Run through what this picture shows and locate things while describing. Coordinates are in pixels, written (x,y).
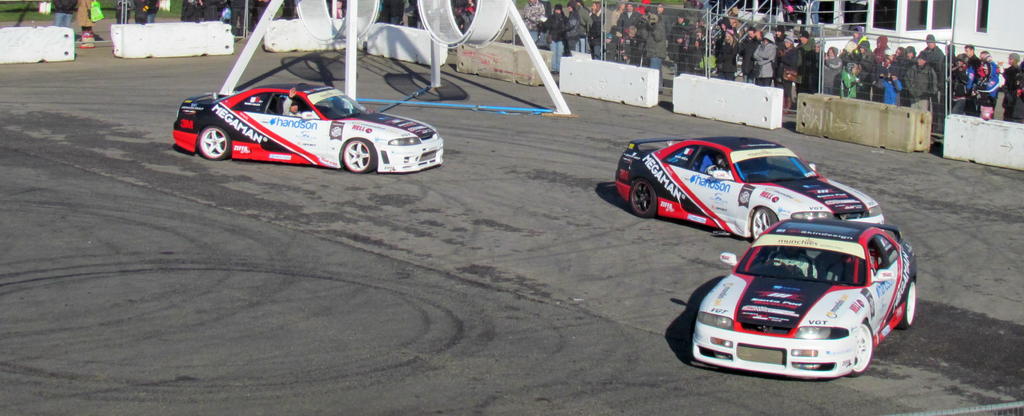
In this image we can see the cars (402,132) passing on the road (454,203). In the background (177,36) we can see the barriers (641,104) and also the fence (797,47) and behind the fence (694,39) we can see many people (788,45) standing and watching. We can also see an object (366,28) on the road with pillars (352,9).
